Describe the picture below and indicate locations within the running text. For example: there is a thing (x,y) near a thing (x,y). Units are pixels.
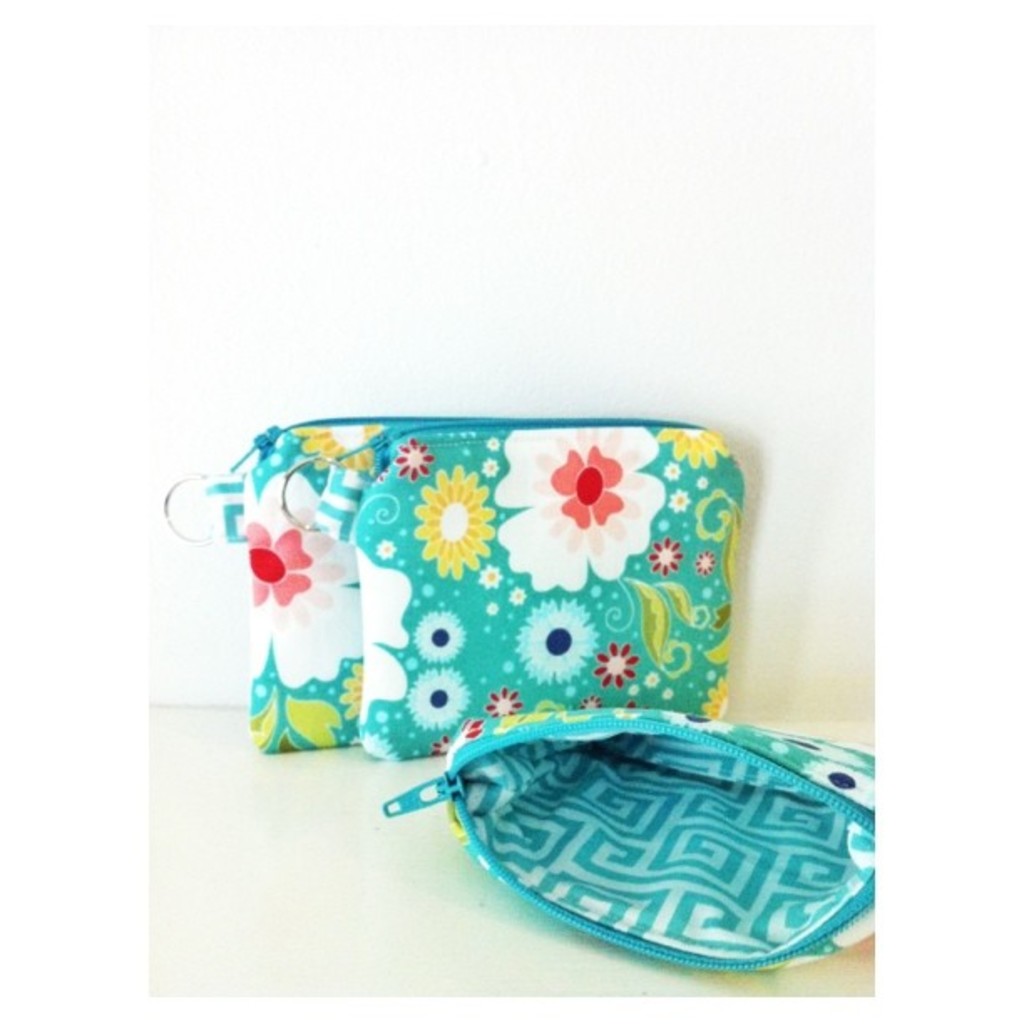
In the image there are three green color bags (502,538) with flowers (516,567) on it. One bag (612,796) is opened. And there is a white background (324,805).
